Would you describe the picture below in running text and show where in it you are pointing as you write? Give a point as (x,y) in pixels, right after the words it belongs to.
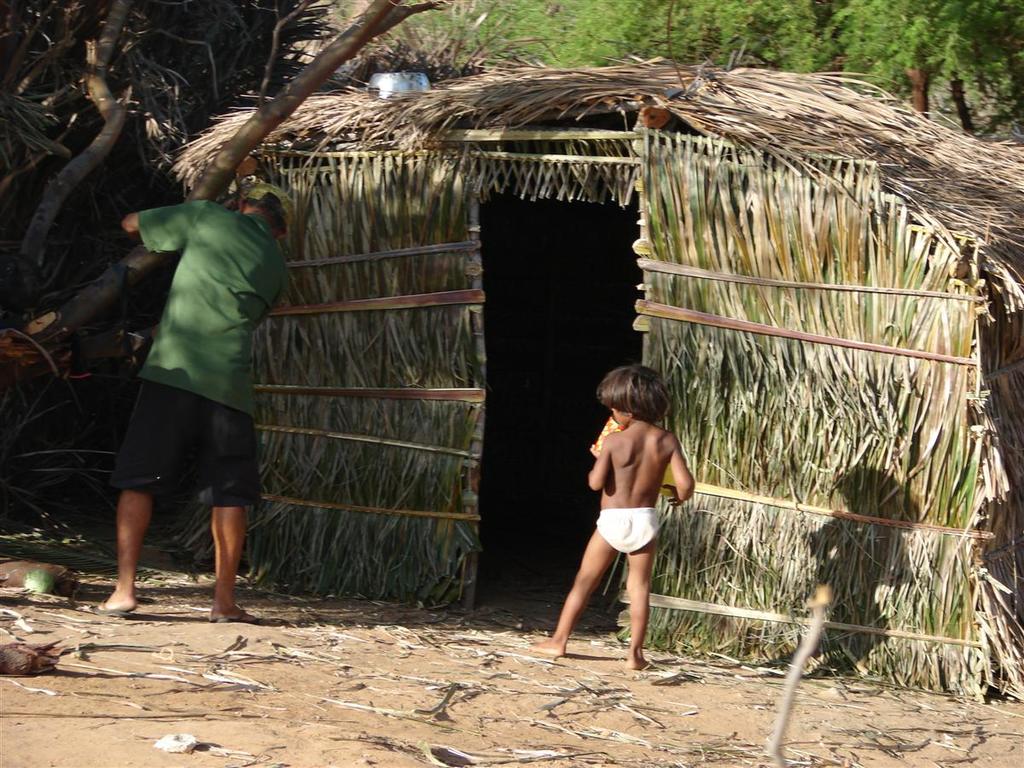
This is the man (213,455) and a kid (629,513) standing. This looks like a hut (386,125). These are the trees (417,56). I can see the dried leaves (406,675) lying on the ground (300,735).
